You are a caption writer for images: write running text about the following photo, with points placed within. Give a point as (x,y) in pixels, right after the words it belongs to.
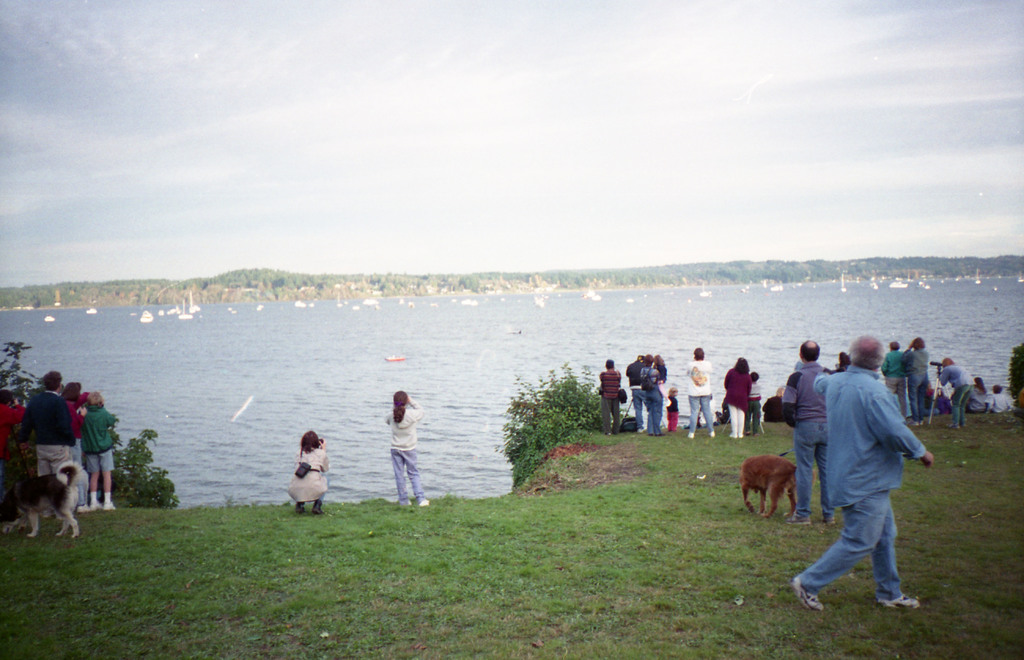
In the left bottom of the image (81,493), there are group of people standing in front of the lake (366,455). In the bottom (504,541), there is a grass (285,539) visible and a dog (776,494) visible. On the top (145,79), a sky (485,120) visible of blue in color. And in the middle (424,387), a water (445,326) is visible in which boats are there. This image is taken during day time.
